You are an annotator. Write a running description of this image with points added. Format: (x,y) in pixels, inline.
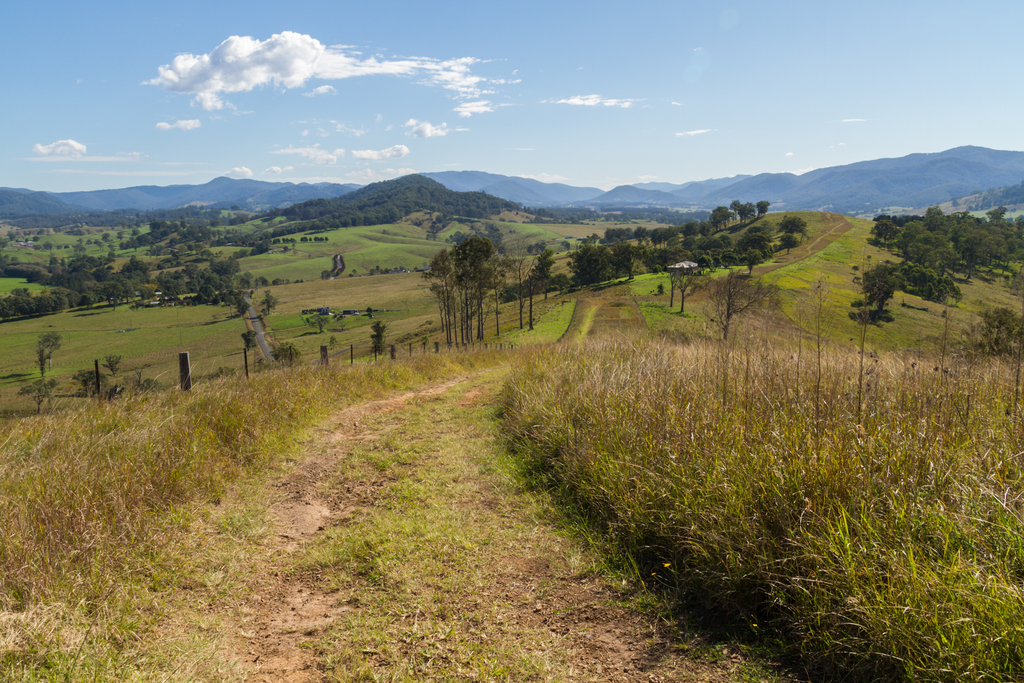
In this image there is the sky (311,85), there are clouds (266,84) in the sky (387,119), there are mountains (946,170) truncated, there are trees (189,230), there is grass (334,296), there are trees (954,224) truncated towards the right of the image (969,257), there are trees (37,302) truncated towards the left of the image (17,298), there are plants (885,491) truncated towards the bottom of the image (103,465), there are plants (186,434) truncated towards the left of the image (57,482), there is a fencing (96,365) truncated.
